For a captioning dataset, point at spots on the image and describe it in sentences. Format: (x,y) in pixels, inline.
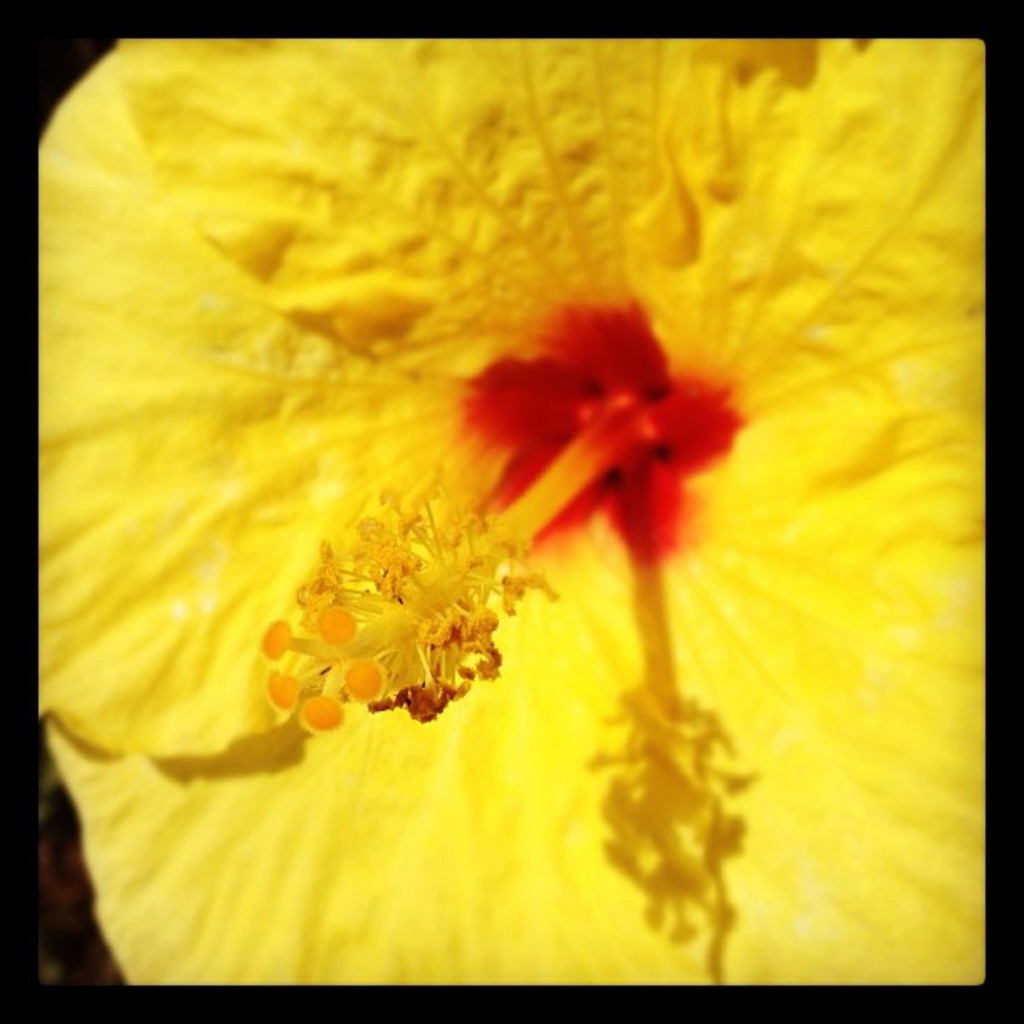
In this image there is a flower (552,773). In the center (464,564) there are pollen grains (415,584). There are yellow petals (268,384) in the image. There is black border (843,29) around the image.
